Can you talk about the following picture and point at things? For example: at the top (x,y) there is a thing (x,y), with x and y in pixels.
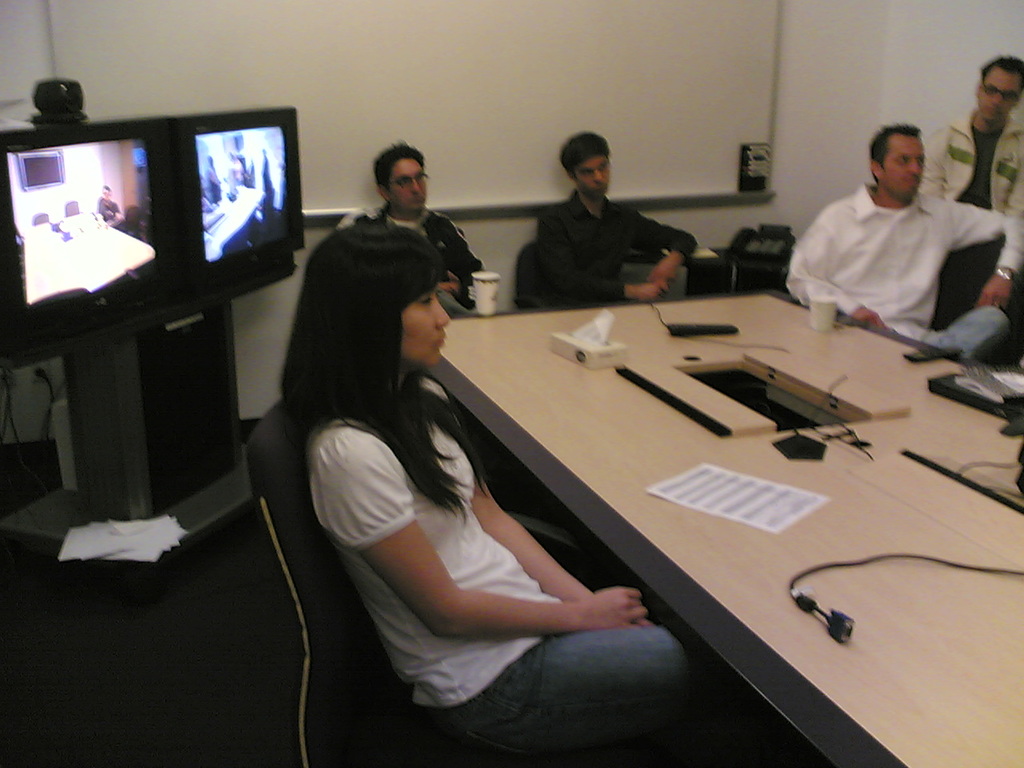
There are people (432,469) sitting on the chairs (541,295) around to this table (885,677), and there is a television (139,312) on the left side of this image (111,263), and there is a wall (606,103) in the background (606,103).
